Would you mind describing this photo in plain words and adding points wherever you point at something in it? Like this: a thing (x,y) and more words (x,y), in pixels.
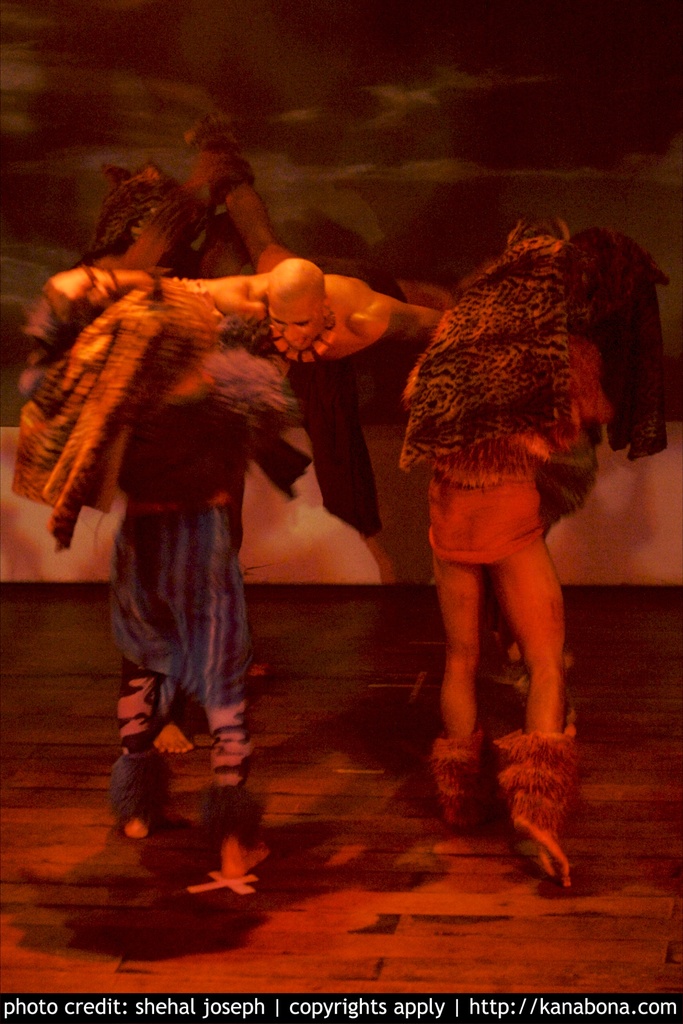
In the picture I can see three persons (343,496) in the costume (520,527) and I can see a man (342,339) in the middle (336,347) is bending. I can see the wooden floor (412,905) at the bottom of the image (444,903).
